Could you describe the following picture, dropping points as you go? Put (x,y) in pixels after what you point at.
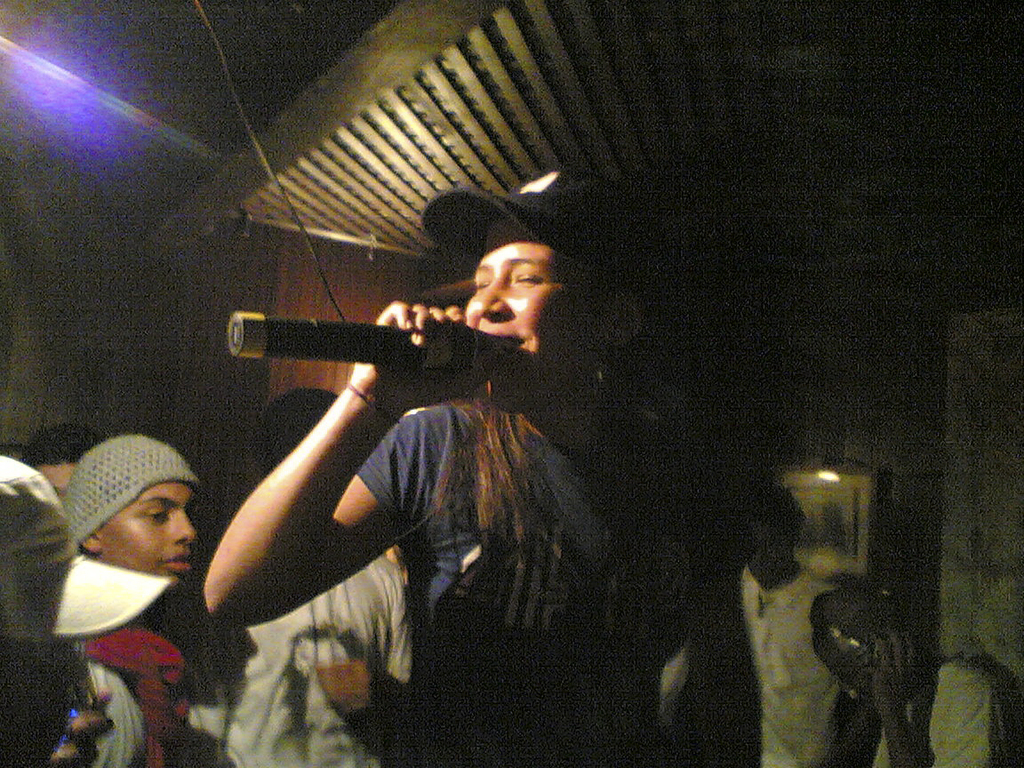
Here is a woman (538,580) blue color T-shirt (552,468) and cap (560,213). She is holding mike (438,366) and singing. At background (313,647) I can see few people (169,640) standing. This looks like a photo frame (861,502) attached to the wall (909,484). At the top (360,144) this looks like a wooden rooftop (505,67).
